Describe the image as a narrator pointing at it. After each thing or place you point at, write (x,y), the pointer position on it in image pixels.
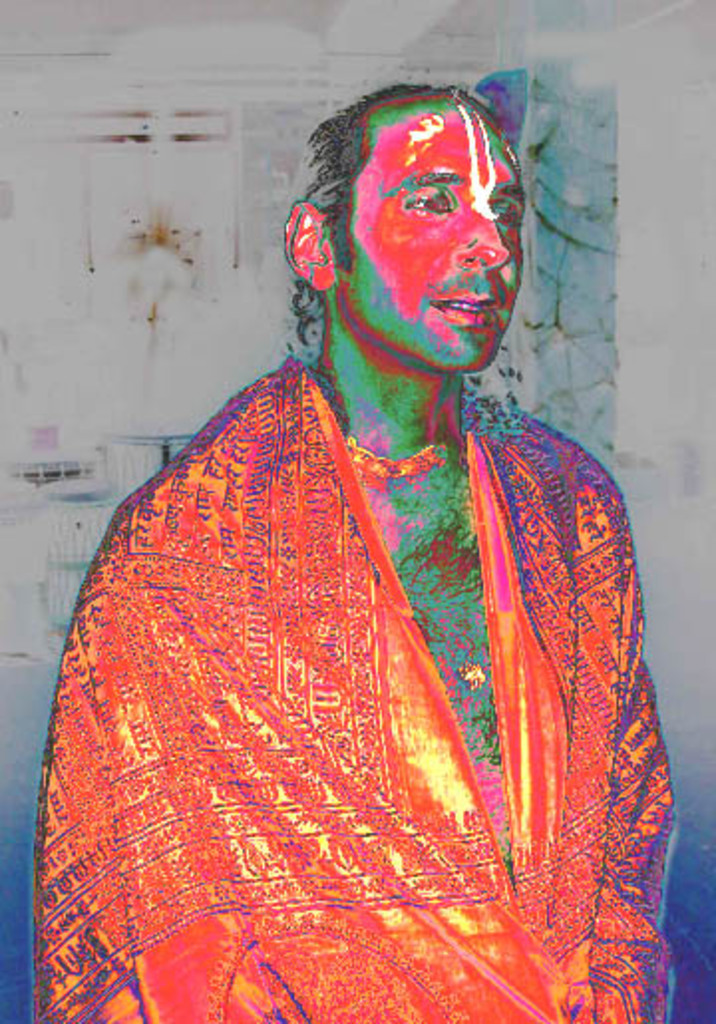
In this image I can see the edited picture of the person (482,503) and the person (202,560) is wearing orange color dress (622,515). In the background (688,440) I can see few objects (167,278).
